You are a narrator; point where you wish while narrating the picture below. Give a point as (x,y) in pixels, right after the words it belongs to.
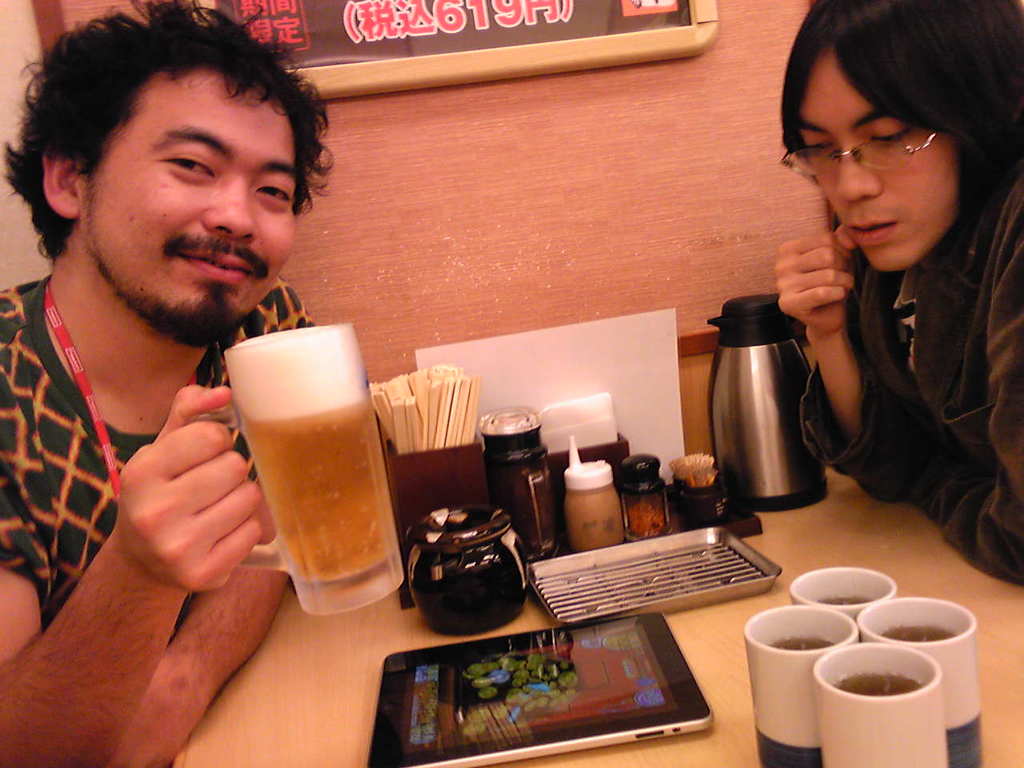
In this picture we can see two persons (179,734). He is holding a glass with his hand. This is table (281,749). On the table (273,749) there are glasses (847,596), bottles (580,504), and a jar (746,303). On the background (720,167) there is a wall (515,135) and this is frame (391,40).
